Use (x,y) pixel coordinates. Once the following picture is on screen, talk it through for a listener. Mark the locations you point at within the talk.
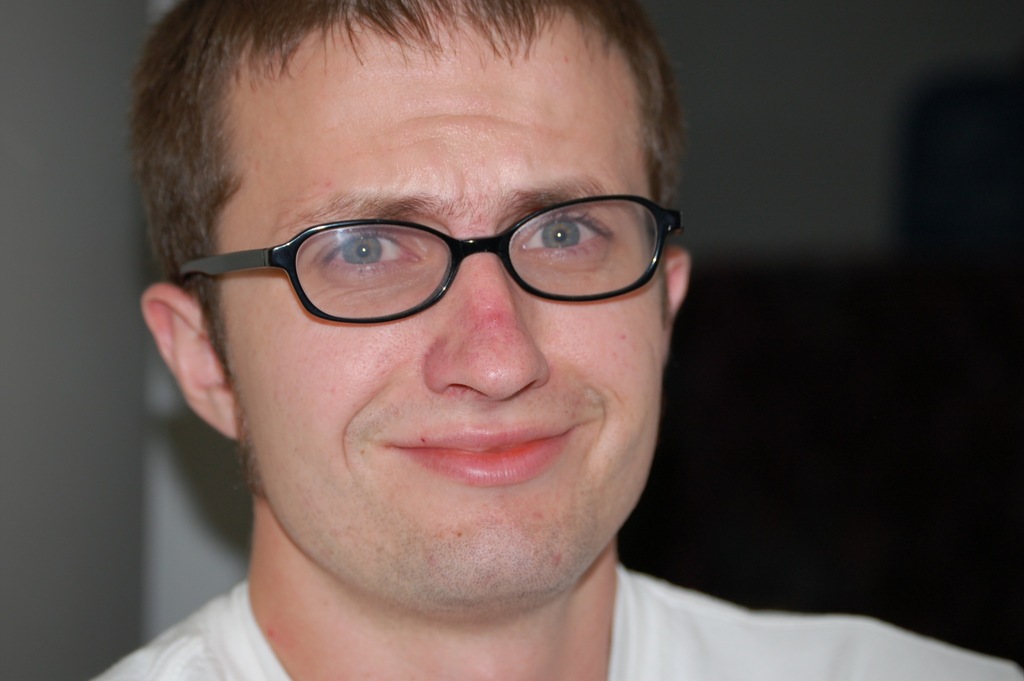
In this picture I can see a man (528,357), he is wearing the spectacles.
